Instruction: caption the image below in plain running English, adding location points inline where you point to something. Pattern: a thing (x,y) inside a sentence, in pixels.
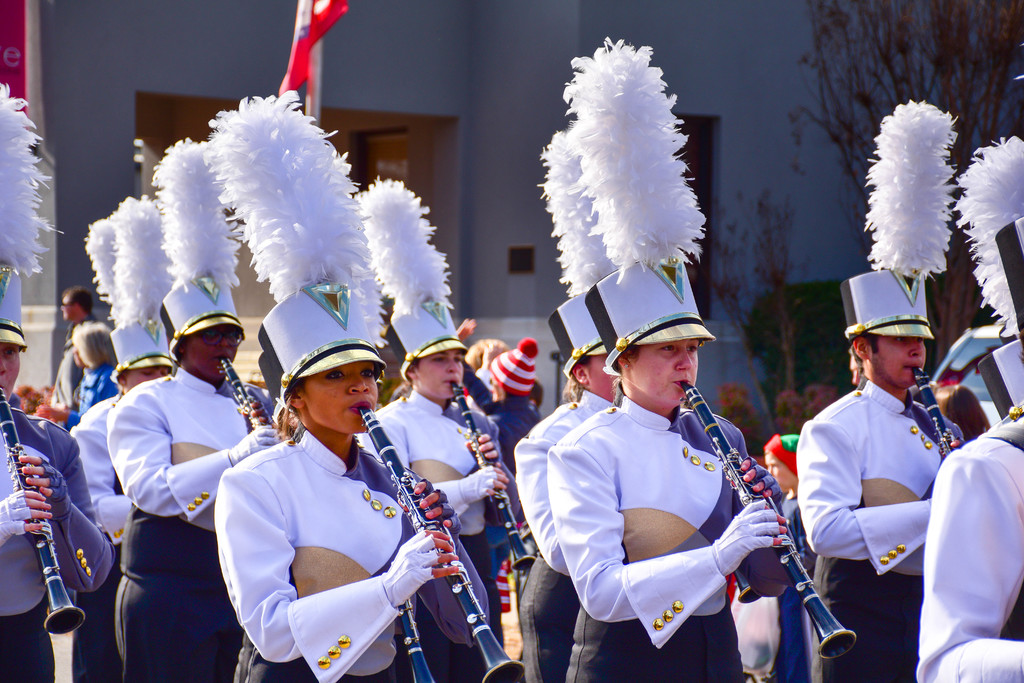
In the image we can see there are people (562,485) standing and they are holding musical instruments (521,672) in their hand (32,494). They are wearing feather caps (564,258).
